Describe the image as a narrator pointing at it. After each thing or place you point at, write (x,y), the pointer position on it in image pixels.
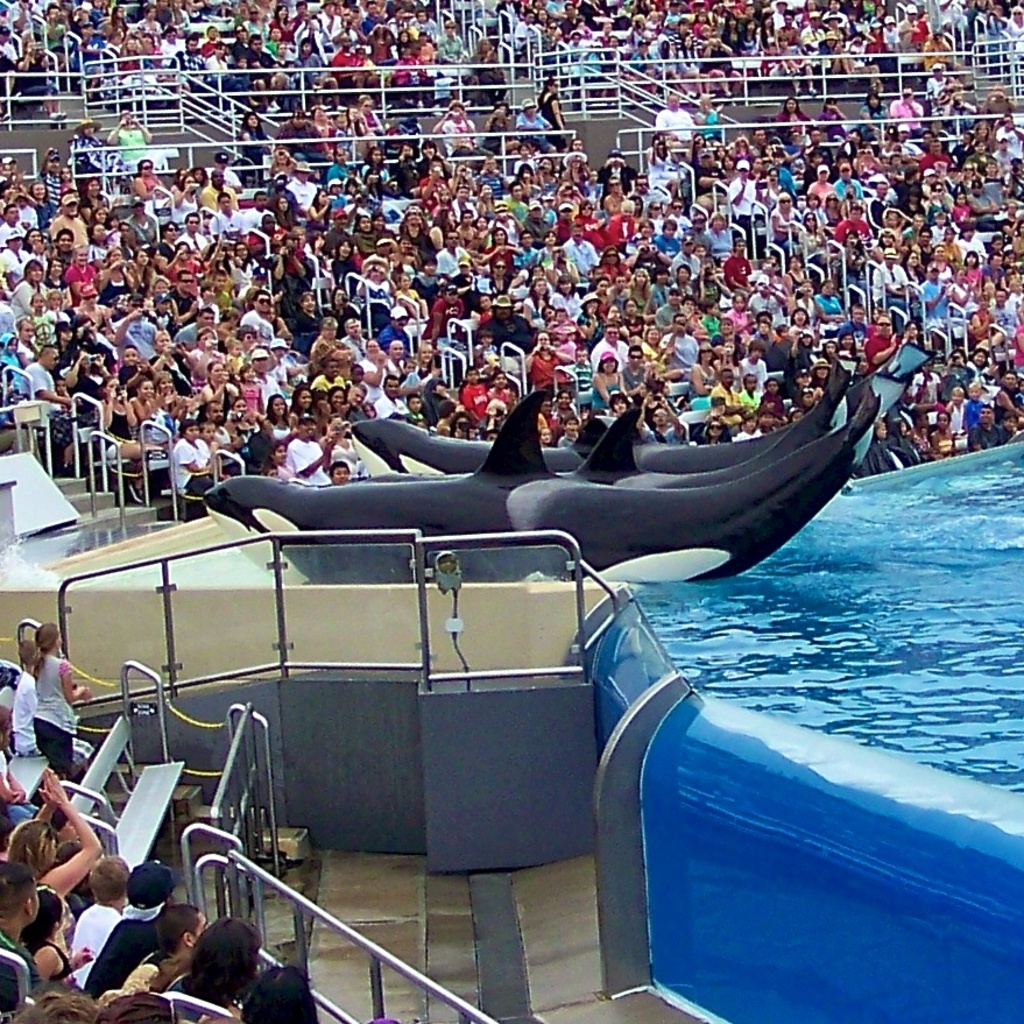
This image is taken outdoors. On the right side of the image (720,938) there is a big tub (853,712) with water (870,639) and orcas (582,499) in it. There is a railing (279,662). Many people (202,222) are sitting on the chairs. There are a few railings (162,94) and stairs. On the left side of the image (187,917) a woman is standing and many are sitting on the benches (29,768).
